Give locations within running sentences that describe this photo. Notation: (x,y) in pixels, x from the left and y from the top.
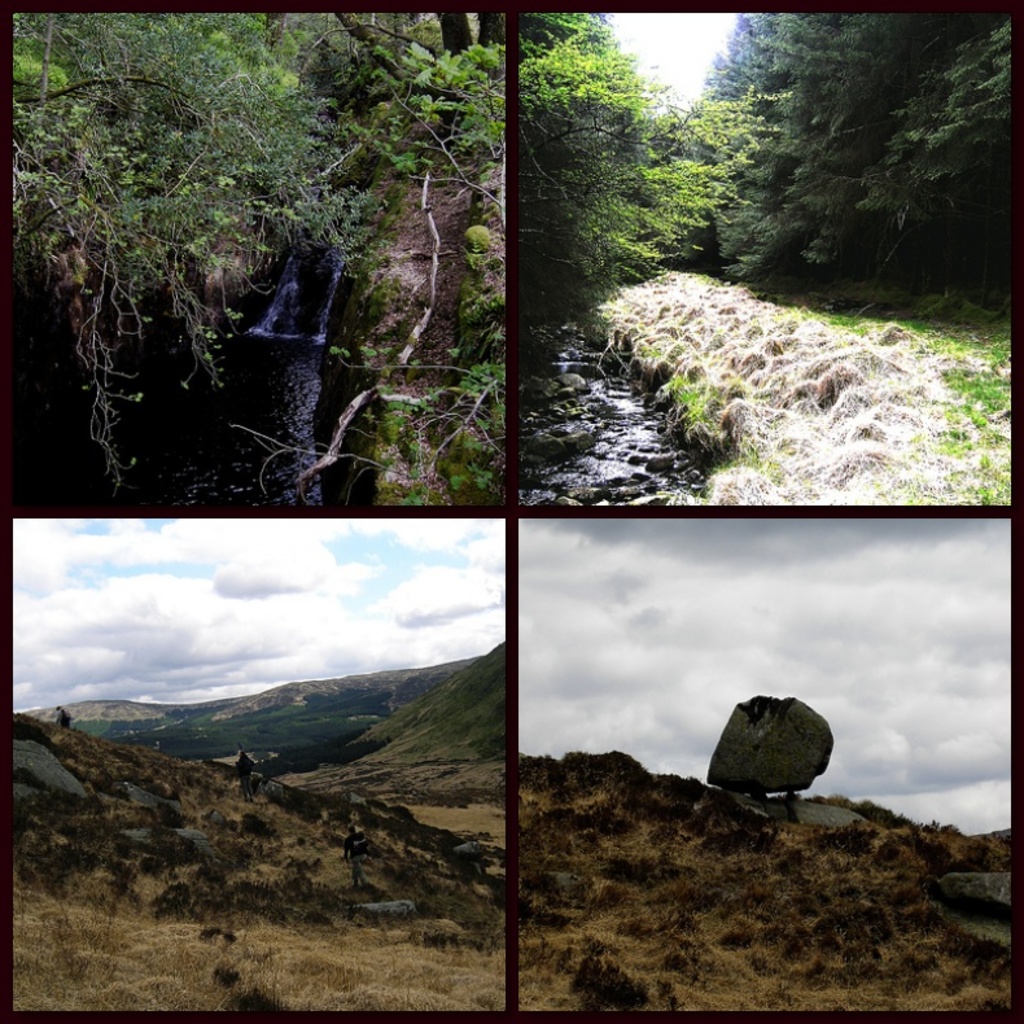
This is a collage. On the first image there is water (256,339) and trees (235,225). On the second image there is water (603,382), rocks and trees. On the third image there are hills (240,799) and sky (234,634) with clouds (401,652). On the fourth image there are rocks (768,813) and sky (806,608) with clouds (876,634).
